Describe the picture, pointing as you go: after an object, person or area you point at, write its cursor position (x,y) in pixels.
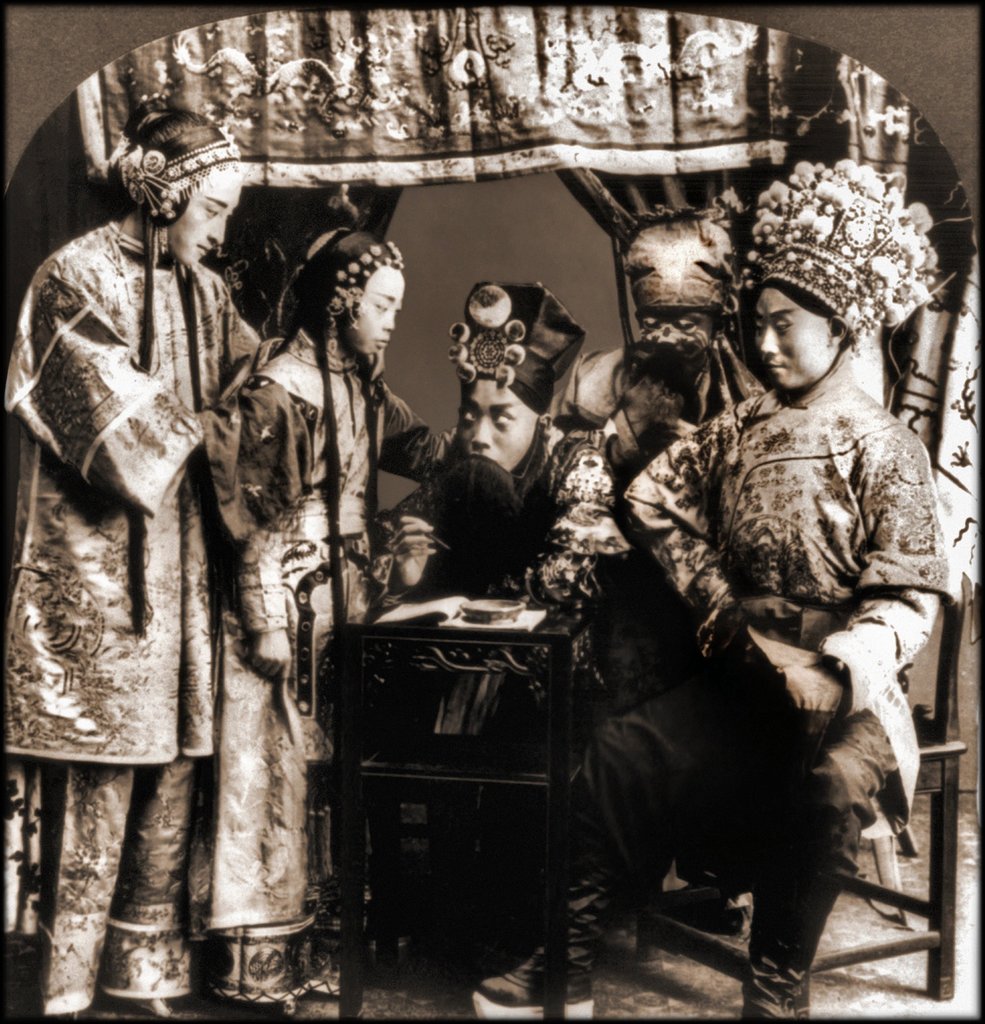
This is a black and white image. In it we can see there are people (272,448) wearing clothes (557,580). They are sitting and some of them are standing. Here we can see a chair (930,764) and a table (505,691).
